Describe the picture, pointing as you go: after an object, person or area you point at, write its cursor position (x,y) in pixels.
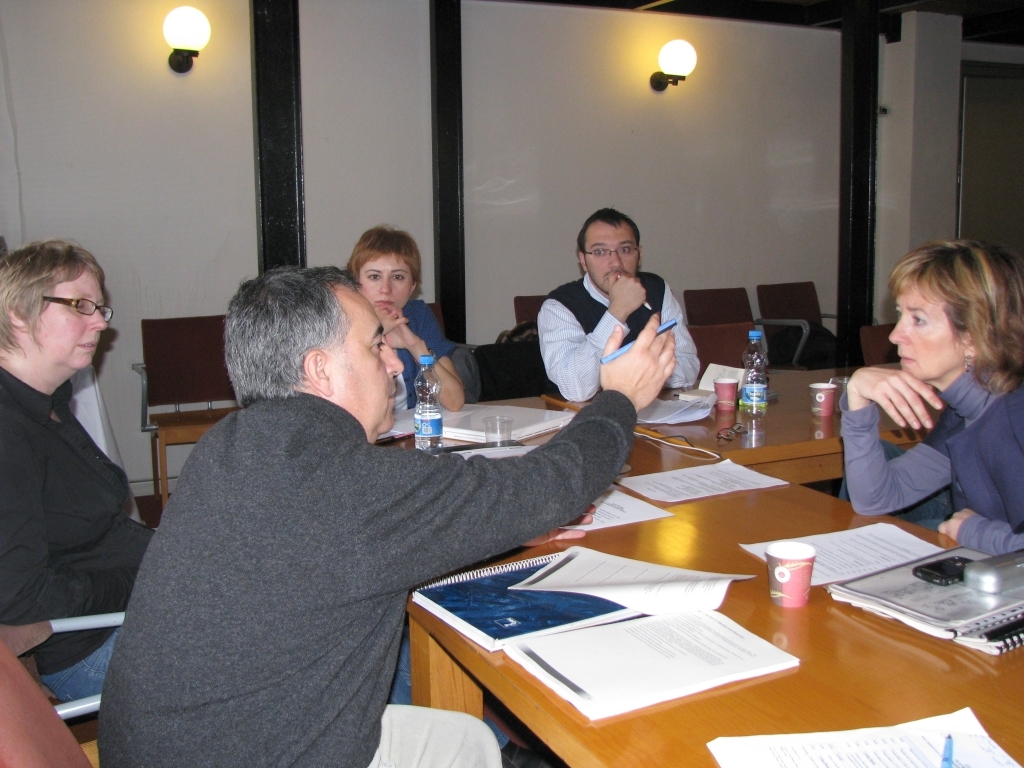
In the center of the image (353,340) there are people (55,457) sitting on chairs (57,747). There is a table (561,749) on which there are objects (670,444). In the background of the image (617,205) there is wall (249,132) with lights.
